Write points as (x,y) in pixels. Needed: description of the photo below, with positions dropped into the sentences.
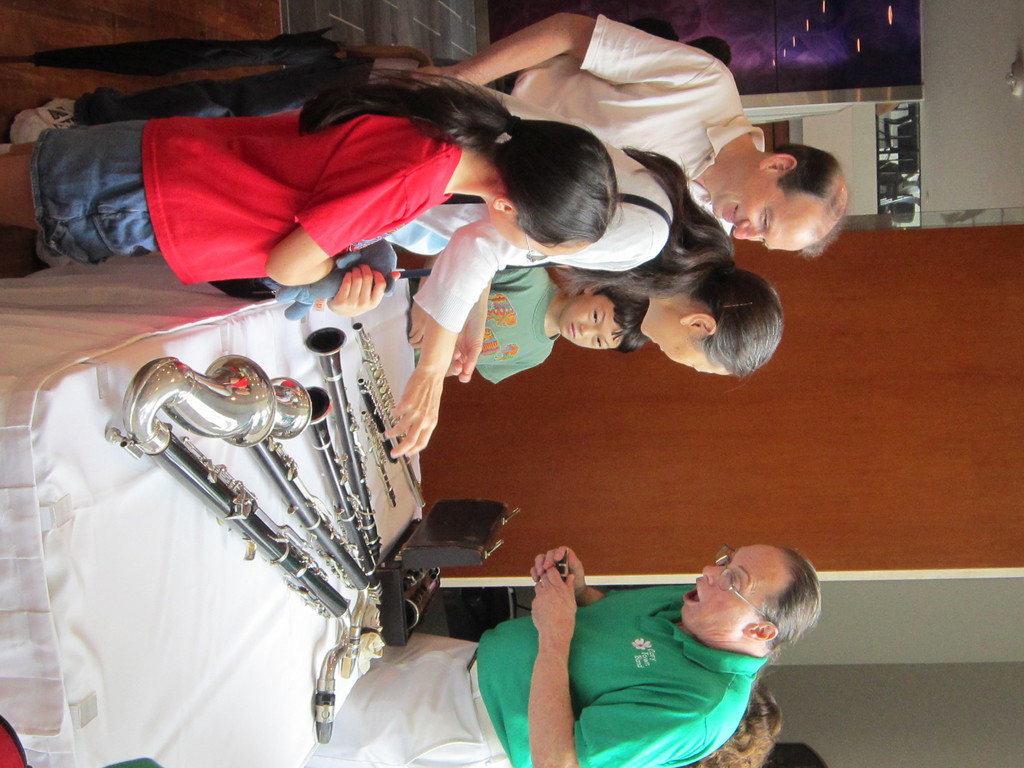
In this rotated image there are people (442,182) standing. In between them there is a table (96,503). There is a cloth (96,545) spread on the table (108,579). On the table (252,574) there are musical instruments (343,555) and a box (386,628). Behind them there is a wall (904,349). At the top (792,42) there is a board (746,34) on the wall (891,377).
